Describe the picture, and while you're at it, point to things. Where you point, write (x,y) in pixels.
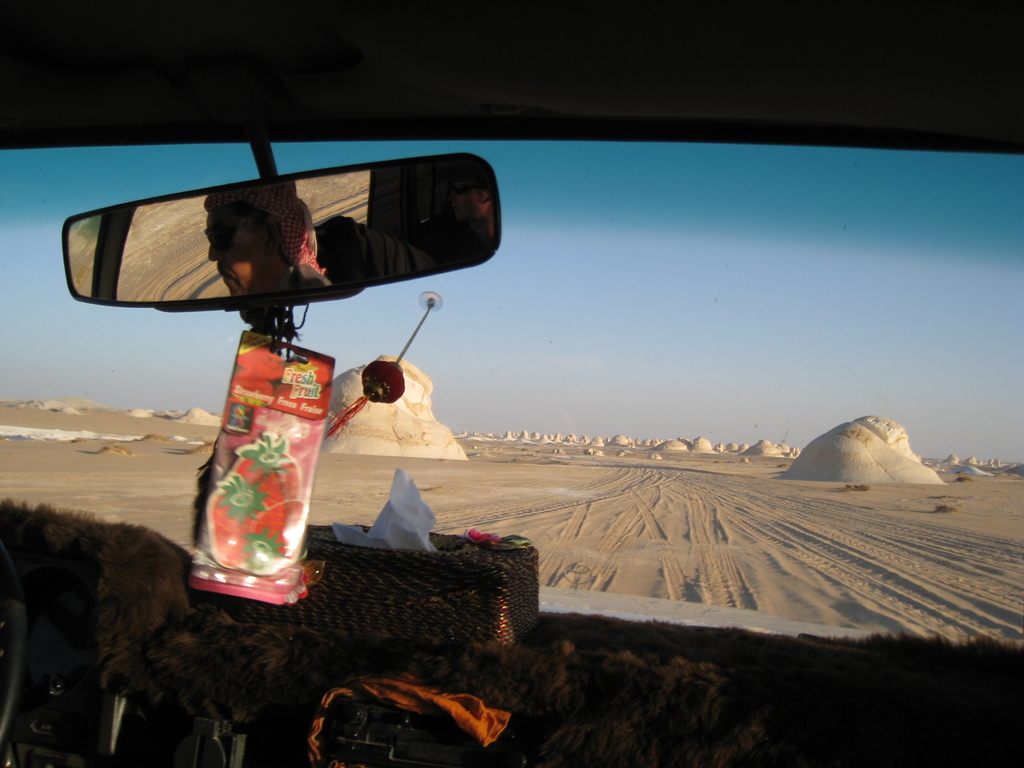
In this image from the dashboard (581,621) of the car (629,601) we can see a paper napkin box (430,577), a rear view mirror (327,292), from the windshield (570,469) we can see there are a few objects (385,424) on the road (457,496).
